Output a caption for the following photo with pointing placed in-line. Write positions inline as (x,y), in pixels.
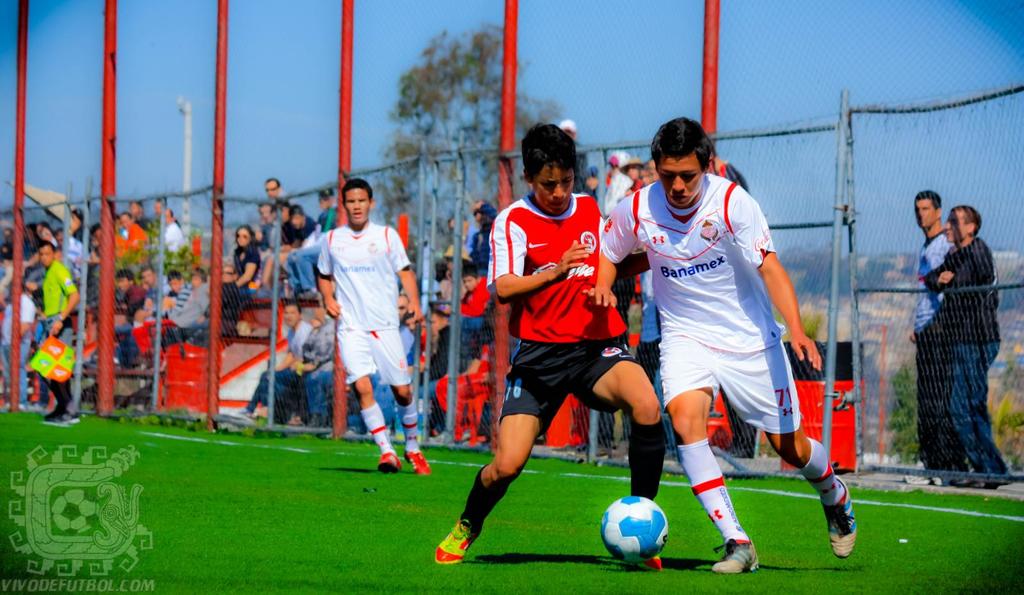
In this picture we can see three men (376,272) running behind the ball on ground (227,496) and here person (63,302) is standing holding flag (67,357) in his hands (55,332) and in background (260,221) we can see fence (163,208), people (479,311) sitting on steps (229,353), trees (468,86), pipe (187,156), sky (602,47).
